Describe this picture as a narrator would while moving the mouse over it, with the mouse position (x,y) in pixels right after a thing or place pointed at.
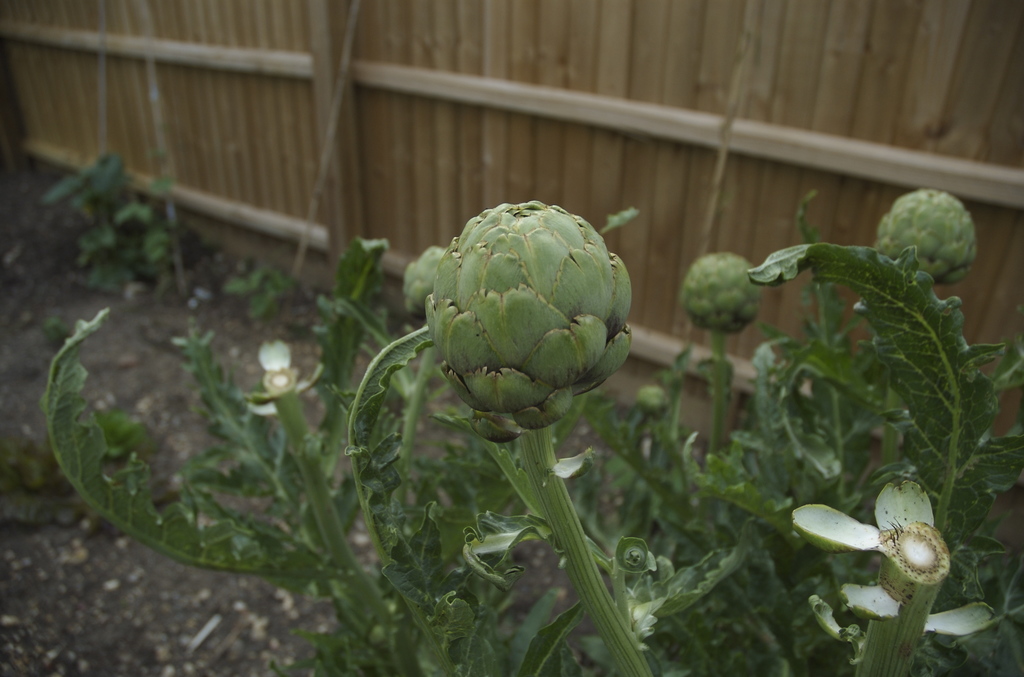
On the right side (842,346), there are plants (665,429) having fruits (609,310) and vegetables (935,238) on the ground (220,599). On the left side (315,496), there are other plants (132,428) on a ground (255,614). In the background (648,14), there is a wooden wall (666,34).
